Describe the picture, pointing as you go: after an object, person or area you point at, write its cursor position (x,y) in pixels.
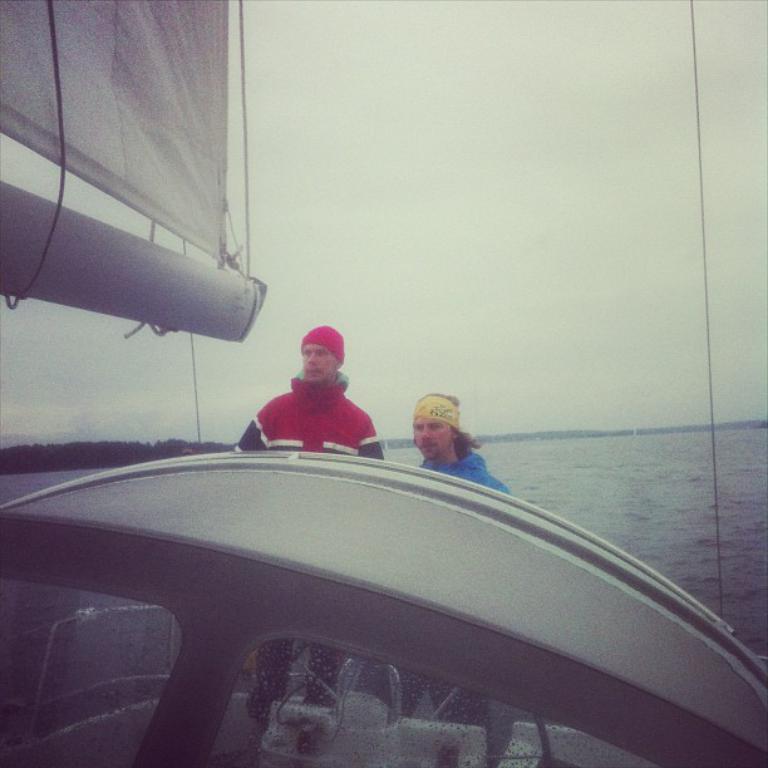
In this image there is an object (392,615). On that object (302,672) there are two persons (298,431) standing and at the top (166,199) there is a cloth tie to the object (430,491). In the background (439,197) there is a water (96,471), Trees (145,450) and a sky (469,176).
